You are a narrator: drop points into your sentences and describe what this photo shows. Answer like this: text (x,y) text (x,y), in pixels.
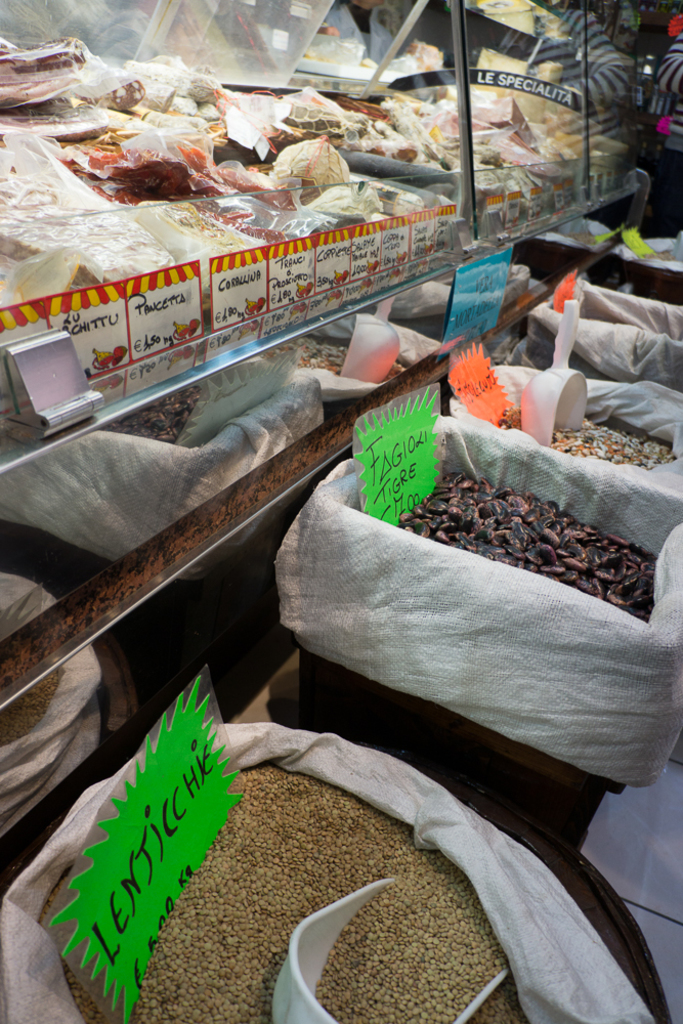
In this image there is a shelf (294,91), there is food (236,177) on the shelves (243,504), there are bags (486,626), there is food (347,848) in the bags (619,390), there are boards (395,433), there is text (403,474) on the boards (415,451), there is an object (543,385) in the food (233,984).
